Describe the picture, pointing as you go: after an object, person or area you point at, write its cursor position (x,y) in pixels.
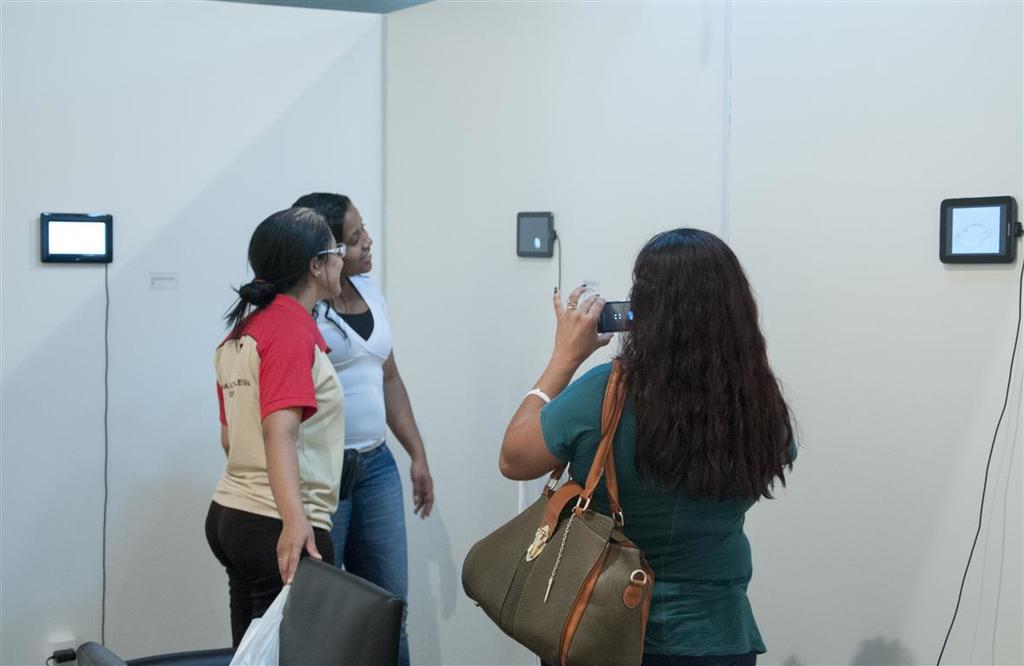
In this picture i could see three women (293,377) standing and watching to the wall (564,222) right side (683,484) woman (677,366) is holding a mobile phone (615,320) in her hand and taking a video and to the left side (316,394) two women (343,379) are watching something on the wall (463,306). In the background (380,143) i could see a plain wall (179,287) and a display screen (80,226) on it. In the bottom of the picture (344,601) i could see a black colored chair (341,613).
